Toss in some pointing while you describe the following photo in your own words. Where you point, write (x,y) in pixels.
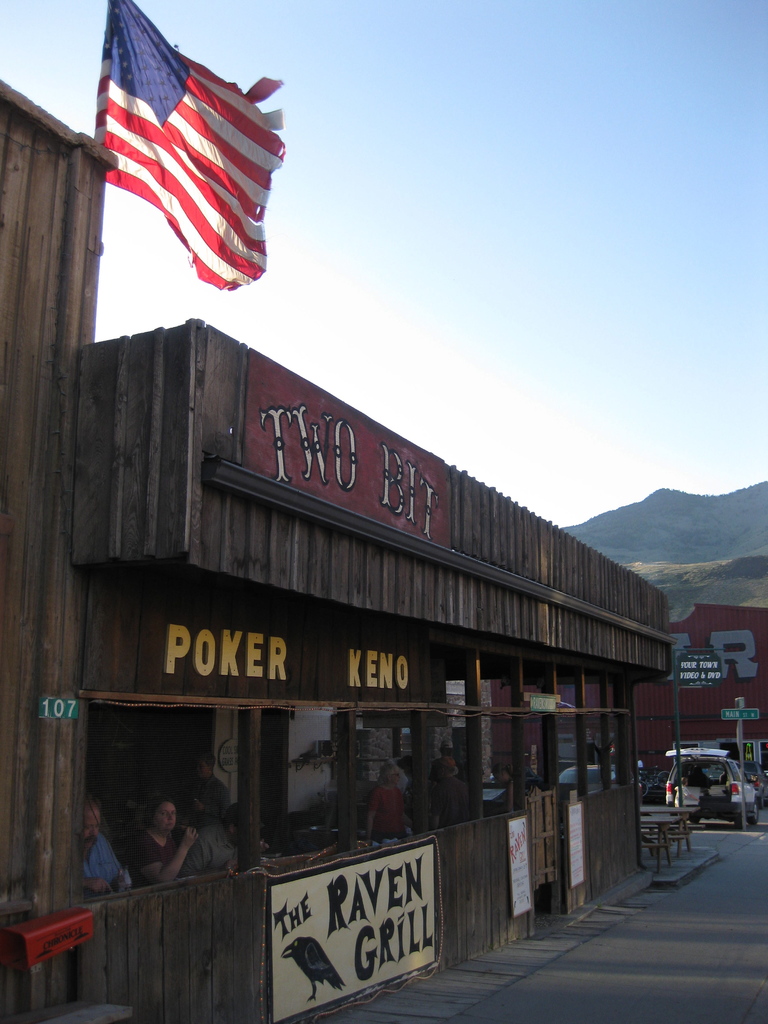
In this picture I can observe restaurant (328,795). On the left side (145,69) there is a national flag (143,124) on the right side (696,780) there is a car (705,779) on the road (722,826). In the background (542,375) I can observe hills (628,513) and a sky (488,268).
